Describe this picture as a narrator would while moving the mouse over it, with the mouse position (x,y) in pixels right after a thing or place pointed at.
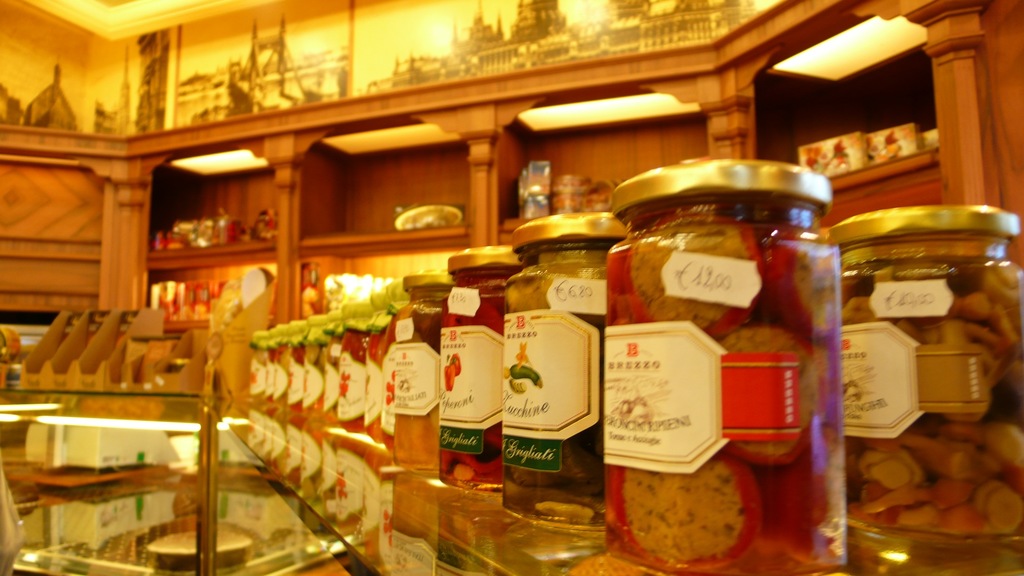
This picture seems to be clicked inside the room (320,549). On the left (174,500) we can see an object (246,491) seems to be the table (18,438) on the top (446,501) of which some items (115,438) are placed. On the right (833,471) we can see the glass jars (609,352) containing some food items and we can see the text (657,429) and some pictures (448,361) and the numbers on the papers (697,376) attached to the jars (777,341). In the background (90,73) we can see the pictures (191,65) of some objects (493,31) on the wall (50,78), we can see the wooden cabinets (525,129) containing many items (536,184) and other objects (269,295).
